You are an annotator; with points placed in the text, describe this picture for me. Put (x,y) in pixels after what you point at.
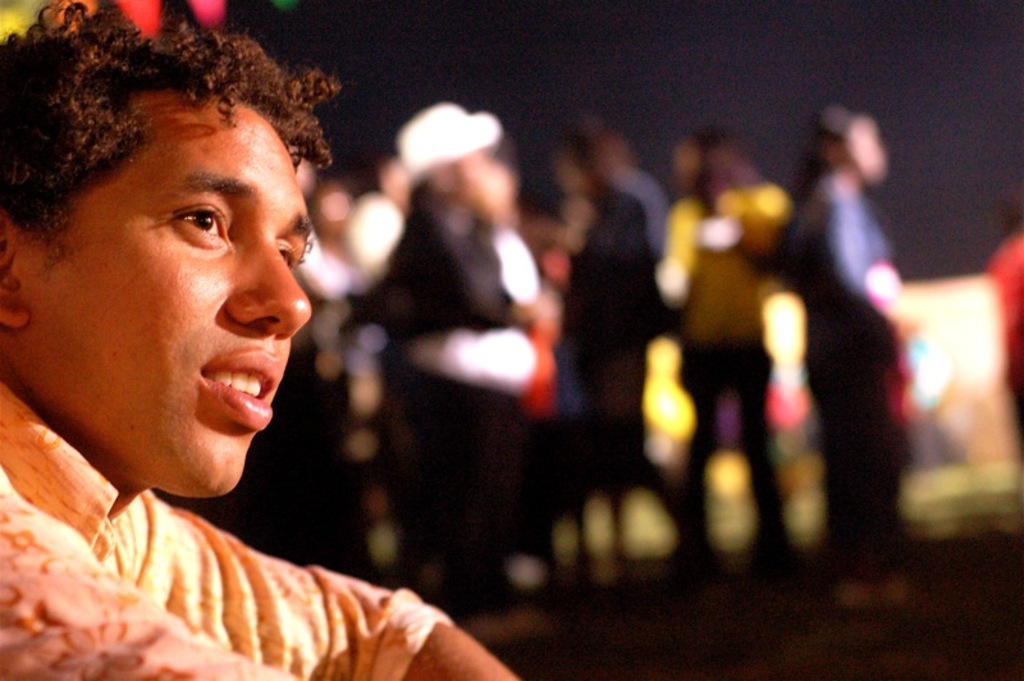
In this picture we can see a group of people (626,269) and in the background (554,188) we can see dark.
